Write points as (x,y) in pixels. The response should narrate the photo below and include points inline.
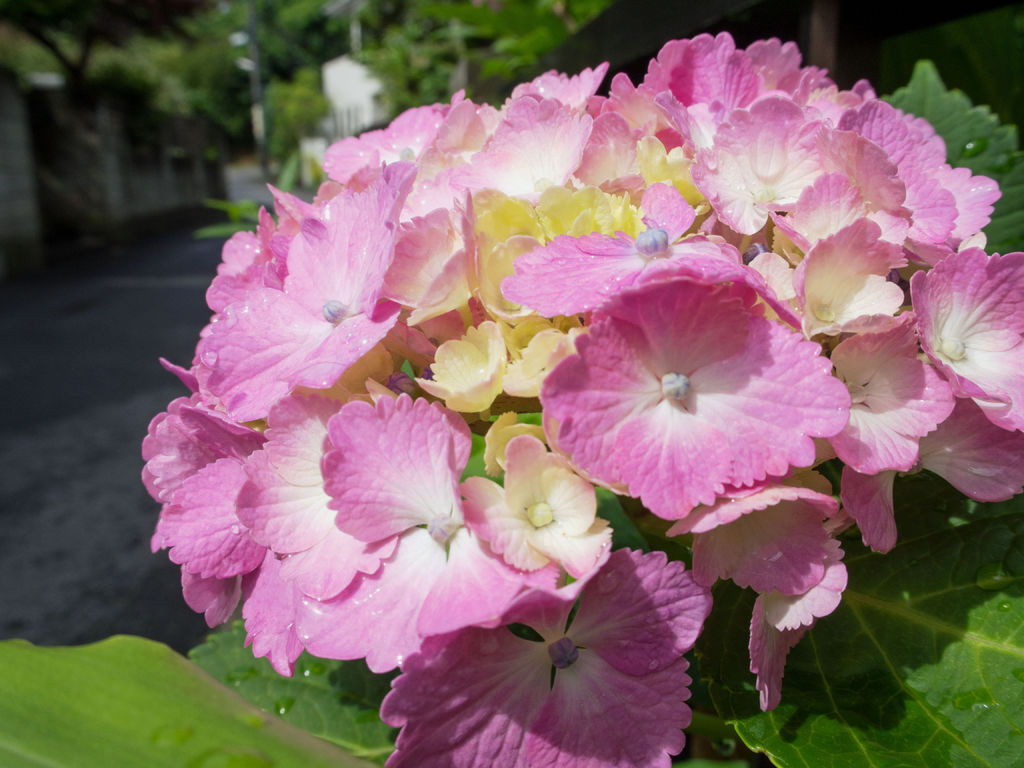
In this image there are flowers (592,408) in the front (612,428) and in the background (295,82) there are trees (409,43).
